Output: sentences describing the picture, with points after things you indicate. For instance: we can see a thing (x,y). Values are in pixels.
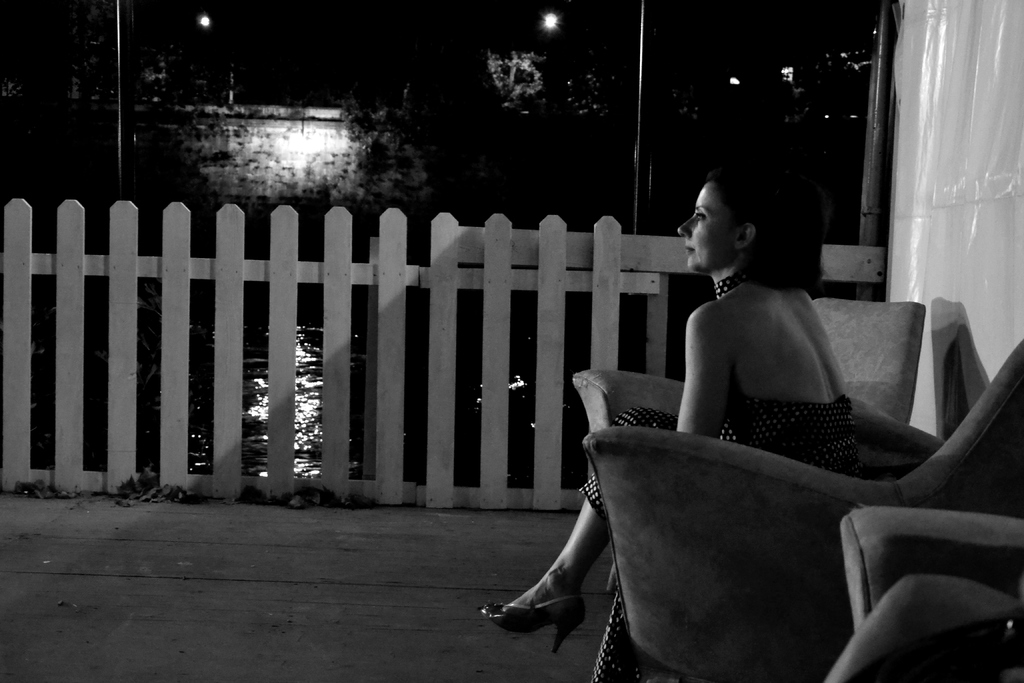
In this picture a lady (739,206) is sitting on the sofa (832,536), staring at something. In the background (295,397) there is water (263,416), trees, and lights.
